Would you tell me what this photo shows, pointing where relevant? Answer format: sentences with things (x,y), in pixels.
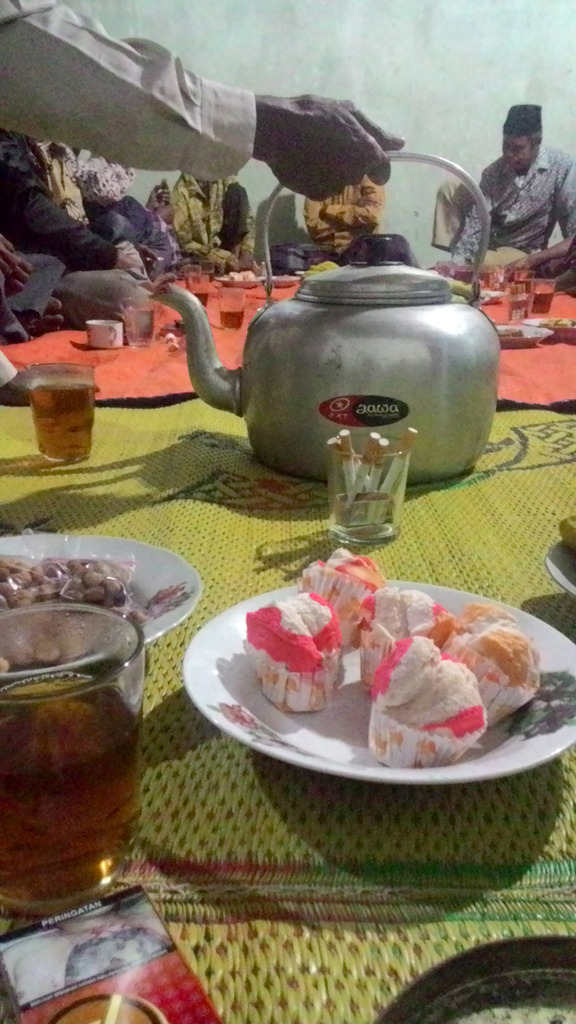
As we can see in the image there are few people (146,236) here and there and a mat (266,538). On mat (205,836) there are plates (333,708), glasses (142,333) and food items (347,579).
